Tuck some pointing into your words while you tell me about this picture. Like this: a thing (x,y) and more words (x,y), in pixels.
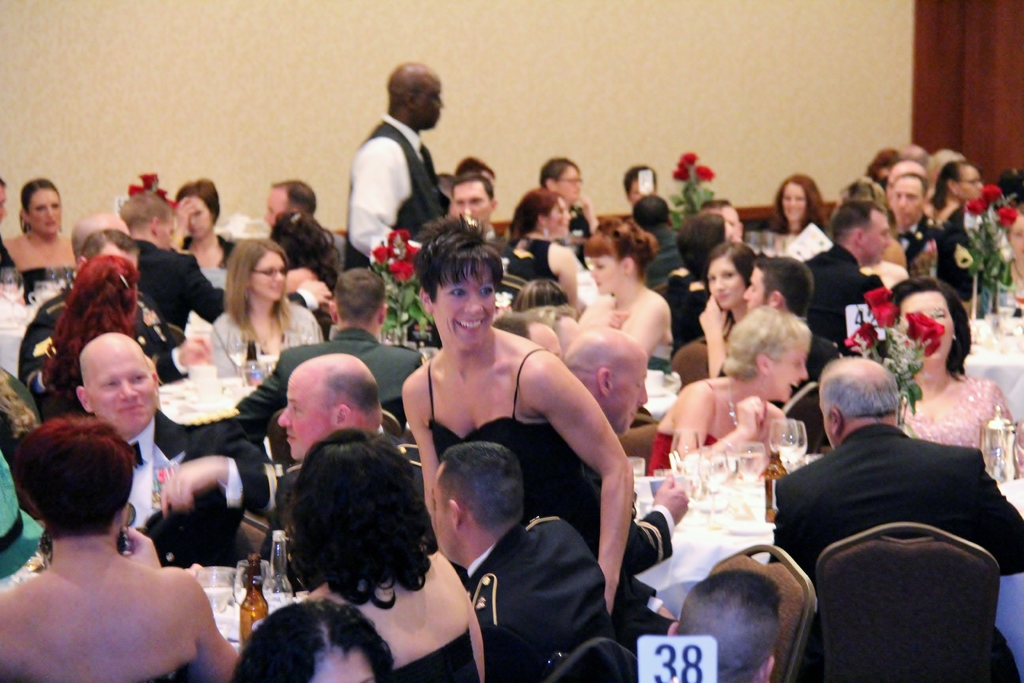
This image is taken indoors. In the background (468,97) there is a wall (858,60). In the middle of the image (545,271) many people (297,378) are sitting on the chairs (853,619) and there are many tables (293,604) with tablecloths (682,519) and many things (701,492) on them and there are a few flower vases (400,258) on the tables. A man (423,214) and a woman (529,384) are standing on the floor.
